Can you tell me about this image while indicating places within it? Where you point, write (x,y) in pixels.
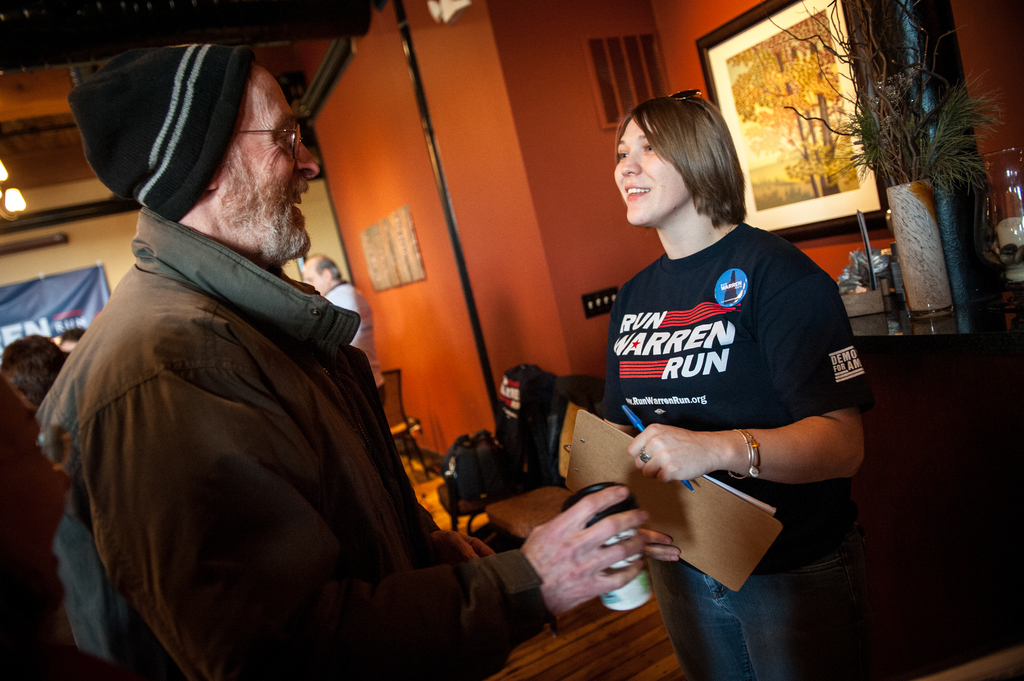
In this image, we can see an old man (331,487) is holding glass (585,502) and wearing cap (180,149), glasses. Here a woman (724,304) is standing and holding pad (640,471), pen (688,484) and smiling. Background (530,322) there is a wall (507,225), photo frame (769,110), some objects (395,273), banner (6,316). Here we can see few people (39,336), bags (526,459), table (886,333) few objects (913,274) are placed on it. At the bottom (622,663), there is a wooden floor (622,663).
